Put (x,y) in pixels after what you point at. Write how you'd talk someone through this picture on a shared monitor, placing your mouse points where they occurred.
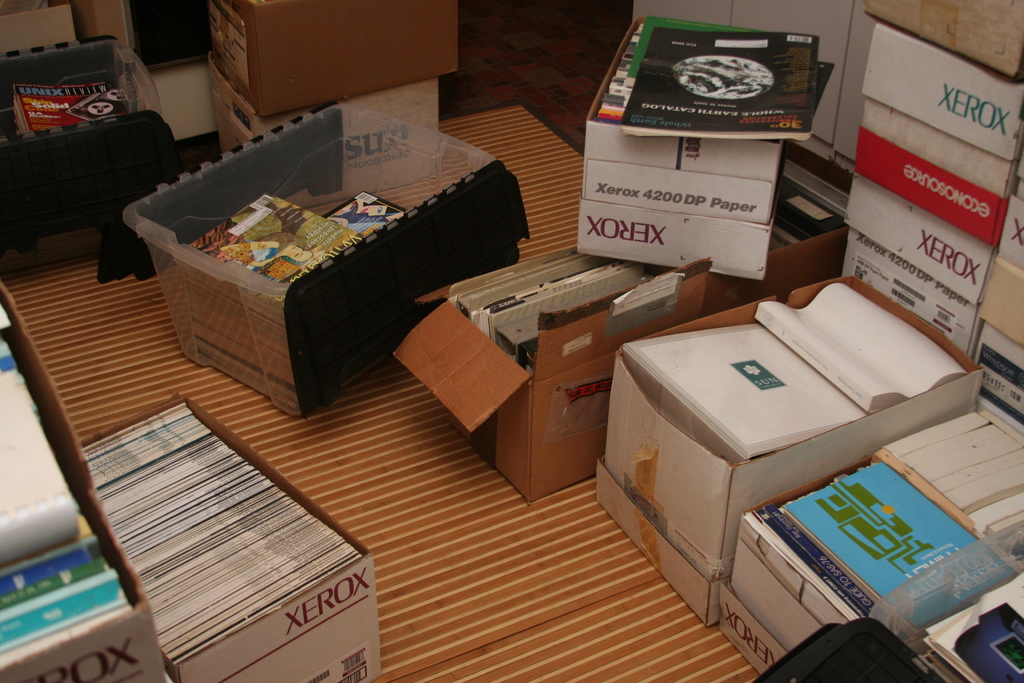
In the center of the image (506,287) there are boxes (274,636) with objects (687,67) in it. At the bottom of the image (517,627) there is carpet (485,587).
